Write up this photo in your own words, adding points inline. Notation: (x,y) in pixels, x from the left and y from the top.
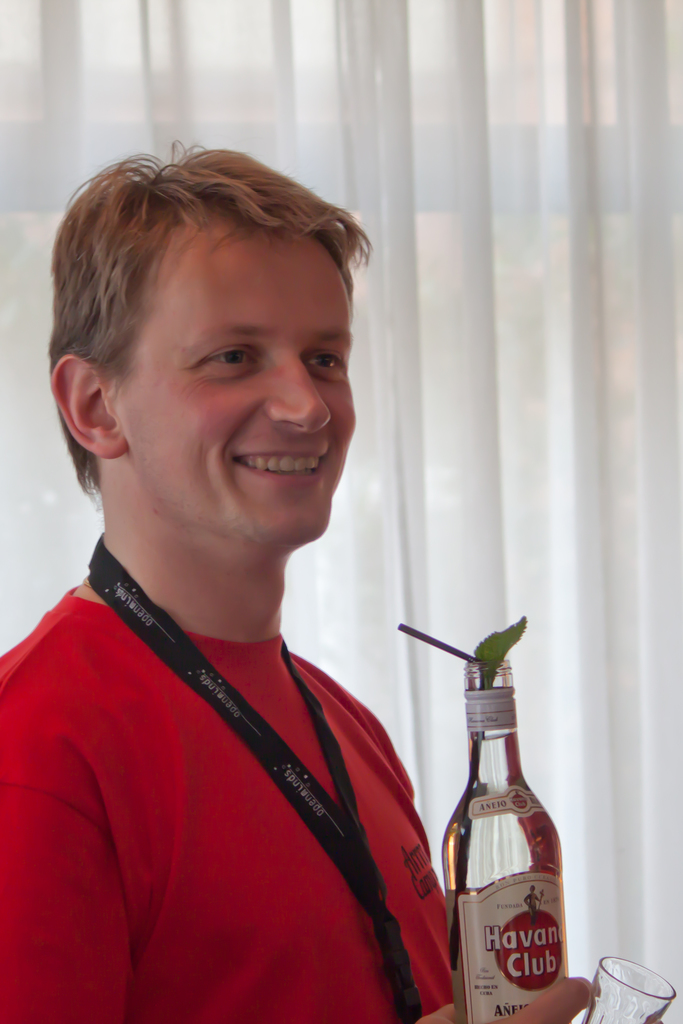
In the image we can see one man (230,616) standing and smiling, he is holding bottle (552,886) named as "Club". And back there is a curtain (490,220).
